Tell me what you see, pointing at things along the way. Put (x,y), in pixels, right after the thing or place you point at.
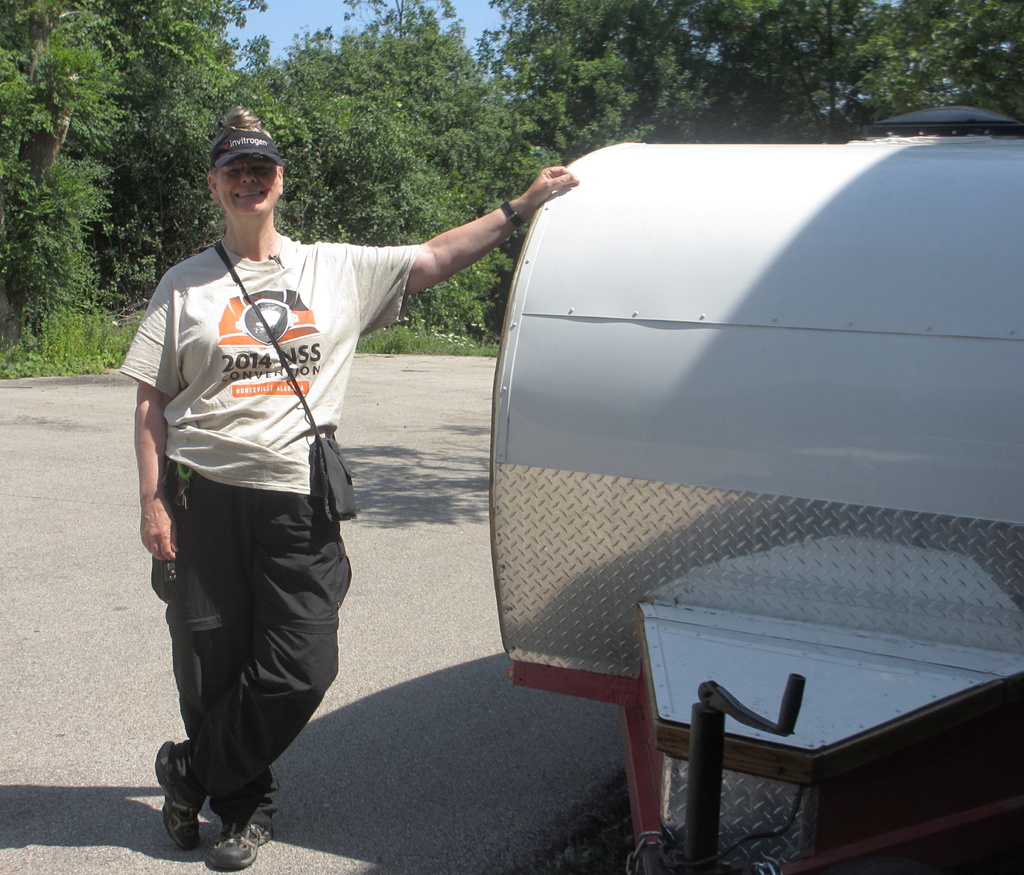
On the left side (336,344), there is a woman (183,324) in a white color t-shirt (192,320), smiling and placing a hand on a vehicle (884,202), on a road (446,822). In the background (930,7), there are trees (490,137) and there is sky (280,37).
